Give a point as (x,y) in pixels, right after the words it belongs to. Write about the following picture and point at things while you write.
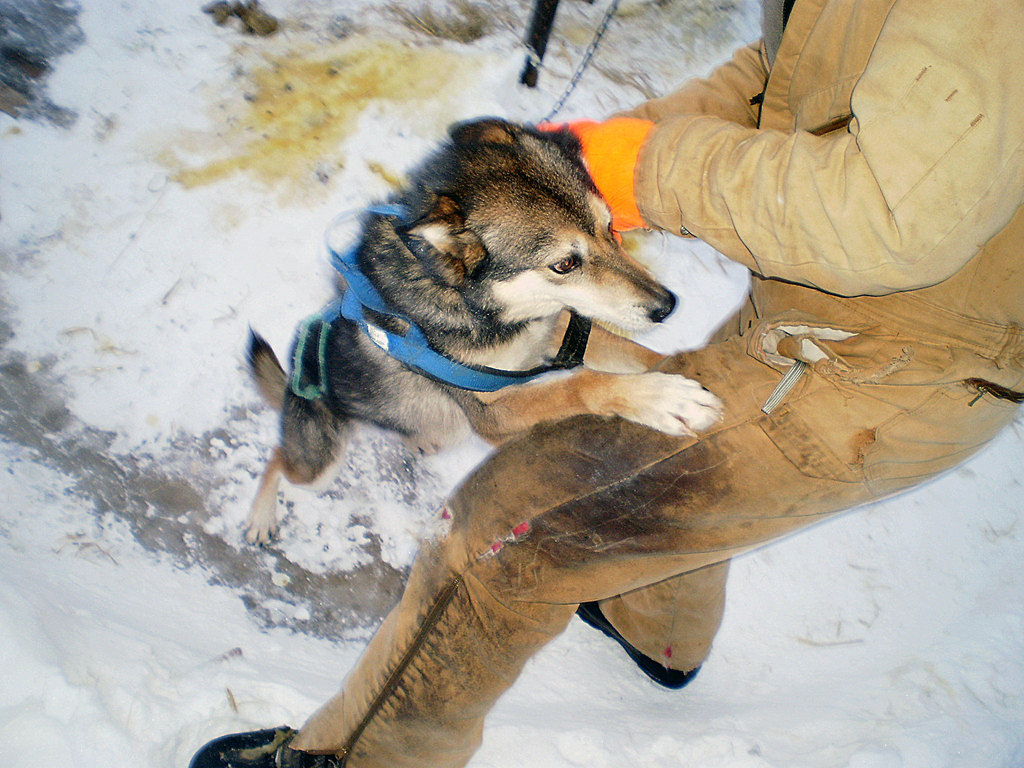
In this picture there is a dog (459,279) and a person (687,522). The picture consists of snow (47,521). At the top (547,6) there is a pole (541,21) and a chain (587,55).
